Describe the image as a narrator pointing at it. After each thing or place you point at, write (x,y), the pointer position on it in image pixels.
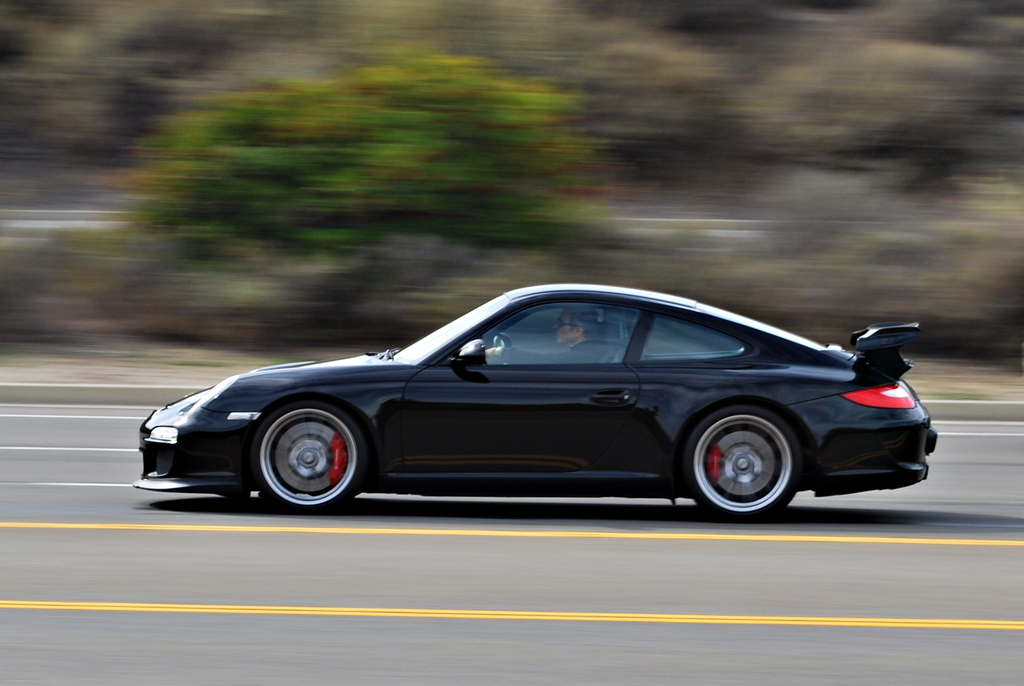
In this image I can see the black color car (503,413) and one person (565,346) is sitting in the car (564,416). I can see few trees (506,213) and the blurred background (208,42).
